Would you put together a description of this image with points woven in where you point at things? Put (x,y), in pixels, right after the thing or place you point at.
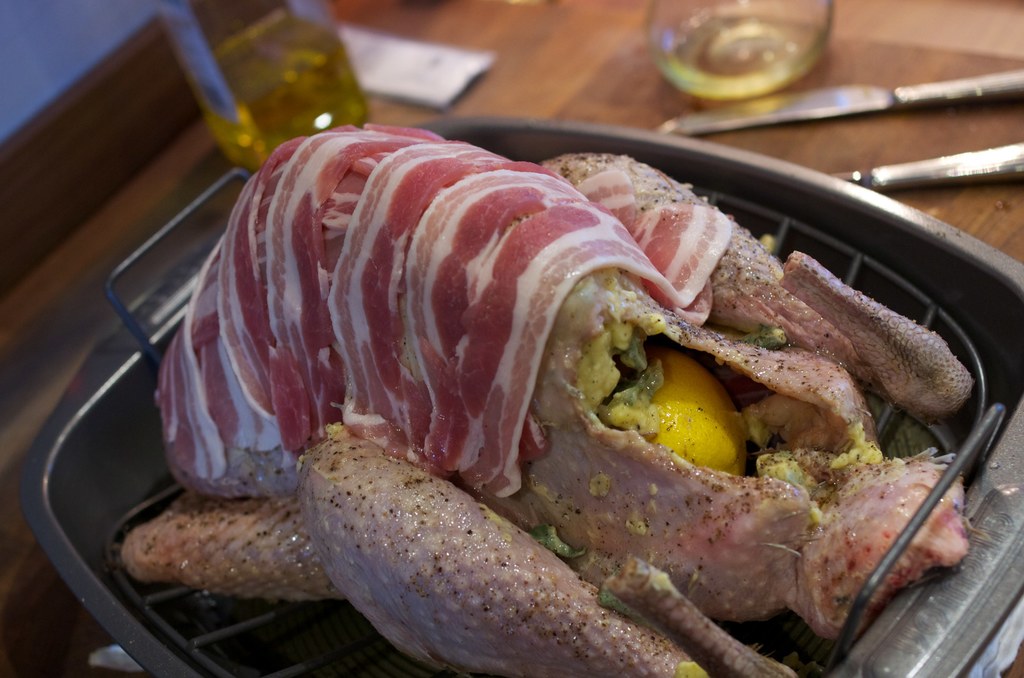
In the picture we can see a tray (907,608) in that we can see a chicken (754,583) and some meat pieces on it and beside the tray (1013,307) we can see some knife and a glass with some drink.
